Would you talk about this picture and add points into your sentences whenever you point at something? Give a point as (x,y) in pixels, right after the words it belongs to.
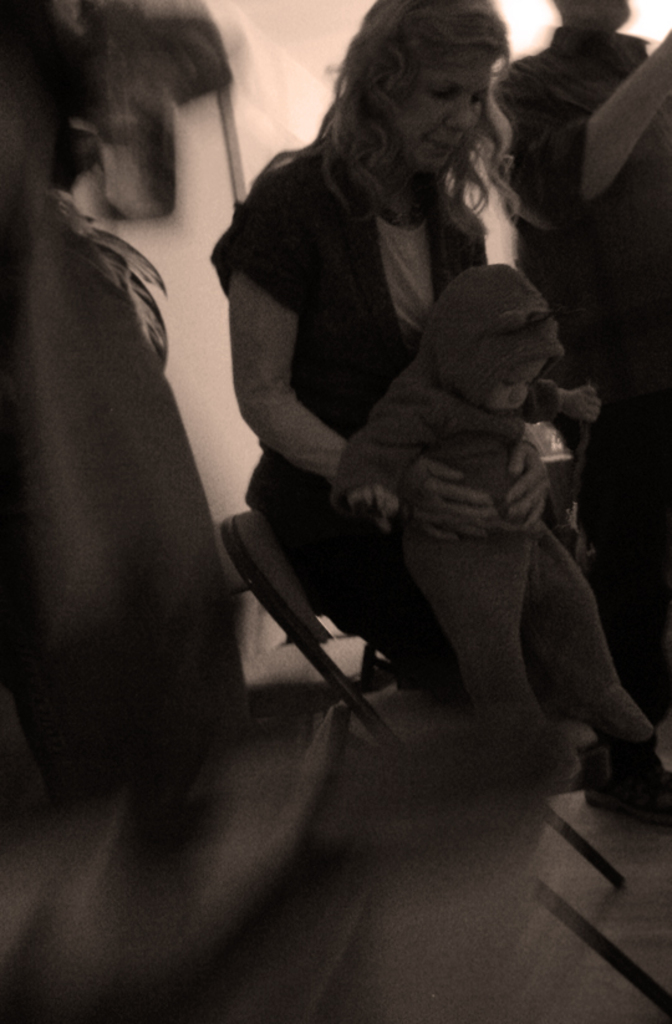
In this image there are people (583,259) standing and a woman (401,325) is holding a baby (449,569) in her hand (417,513) and there is a chair (365,710) on the left side (140,397) it is blurred.
